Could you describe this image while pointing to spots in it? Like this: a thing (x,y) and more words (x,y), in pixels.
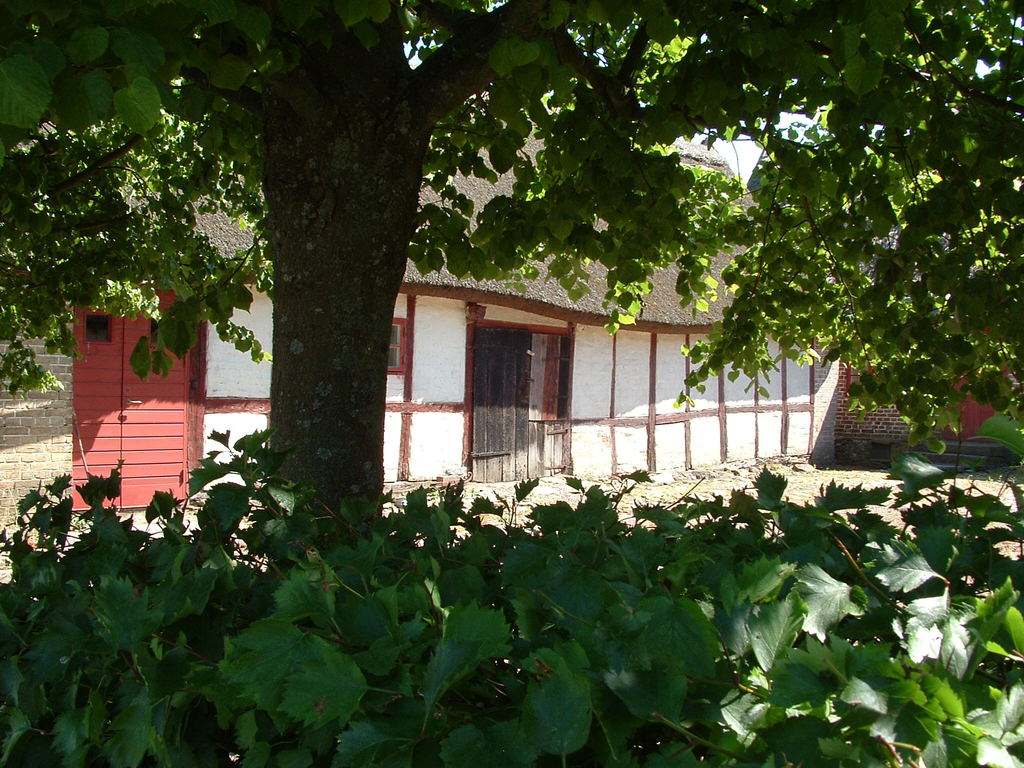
In this picture we can see there are plants (269,600), a tree (314,375) and a house (555,338). Behind the house (594,371), it looks like the sky (728,150).
